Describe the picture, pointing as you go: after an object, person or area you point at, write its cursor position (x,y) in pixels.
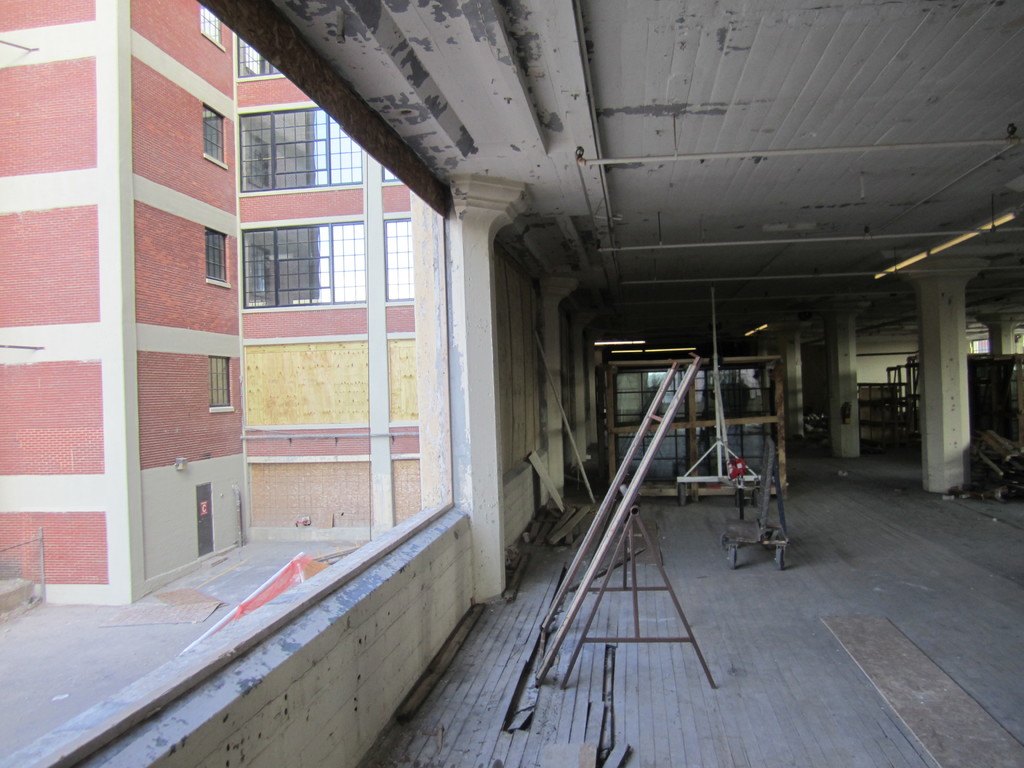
In this picture we can see constructing building (827,583), side we can see some buildings (172,368).
